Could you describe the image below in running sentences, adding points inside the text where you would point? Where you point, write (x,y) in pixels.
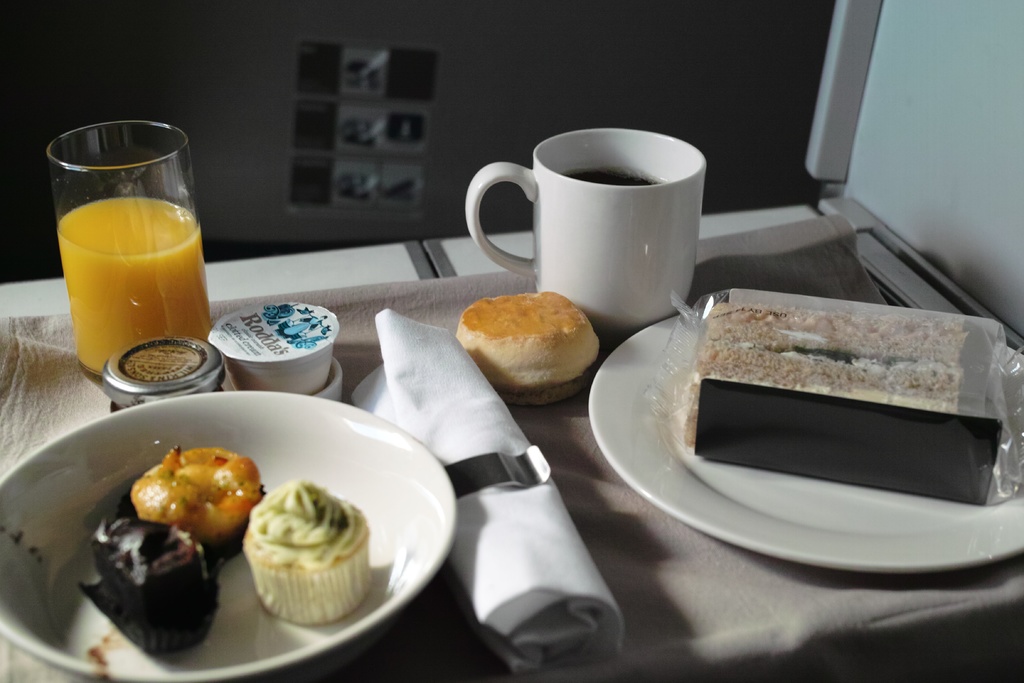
In this picture we can see plates (274,640), food items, cup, glass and cloth (729,674).
